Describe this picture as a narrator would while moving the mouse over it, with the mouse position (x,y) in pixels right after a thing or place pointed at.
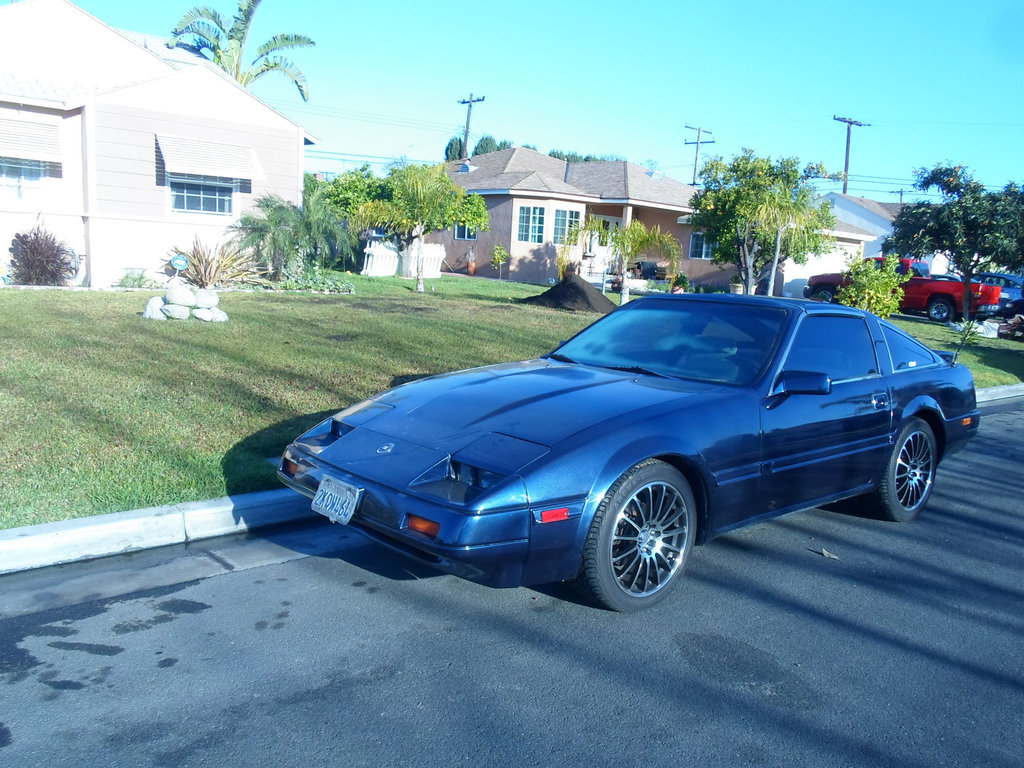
This image is taken outdoors. At the bottom of the image (552,632) there is a road (879,698) and a ground (131,407) with grass (271,344) on it. In the middle of the image (498,496) a car (526,406) is parked on the road (607,664). In the background (706,267) there are a few houses (455,231) with walls (149,233), windows (179,180), roofs (601,185) and doors (787,277) and there are a few trees (827,217) and plants (188,258). Two cars (813,296) are parked on the ground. There are a few poles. At the top of the image (680,82) there is a sky (415,69).
